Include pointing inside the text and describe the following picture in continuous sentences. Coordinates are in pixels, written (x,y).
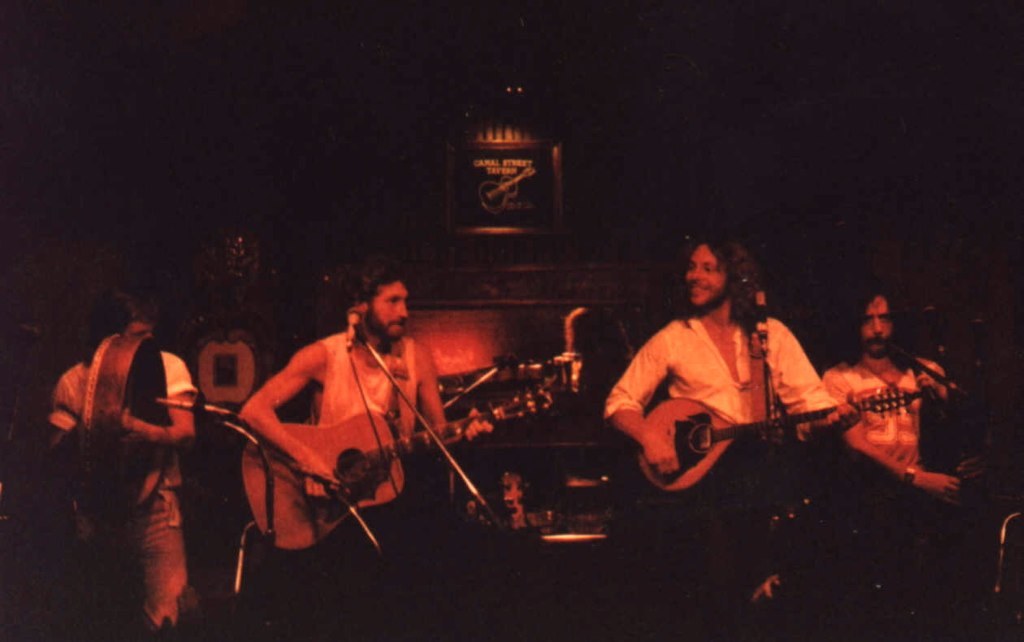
This picture describe a group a person (869,385) is playing a band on the stage (487,448) in which from left a boy (126,326) playing a band (128,407), second person (333,351) from center is playing guitar (347,473) on the microphone (357,315). third boy (709,387) wearing white t-shirt (691,394) is playing guitar (694,442), and from extreme right a person (850,382) sitting and playing band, Behind we can see band name logo (505,174) and spot light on the top (511,136).
